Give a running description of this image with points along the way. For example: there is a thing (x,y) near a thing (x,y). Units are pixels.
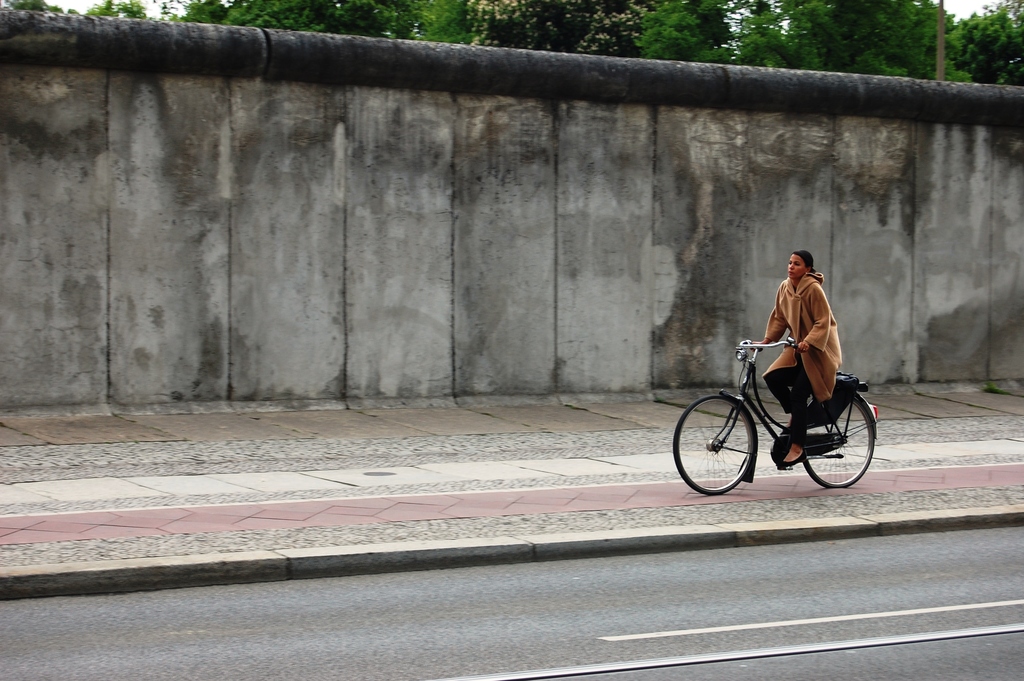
Here we can see a woman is riding on the bicycle (776,444), and here is the road (671,559), and here is the wall (329,196), and at back (652,20) here is the tree (622,23).
